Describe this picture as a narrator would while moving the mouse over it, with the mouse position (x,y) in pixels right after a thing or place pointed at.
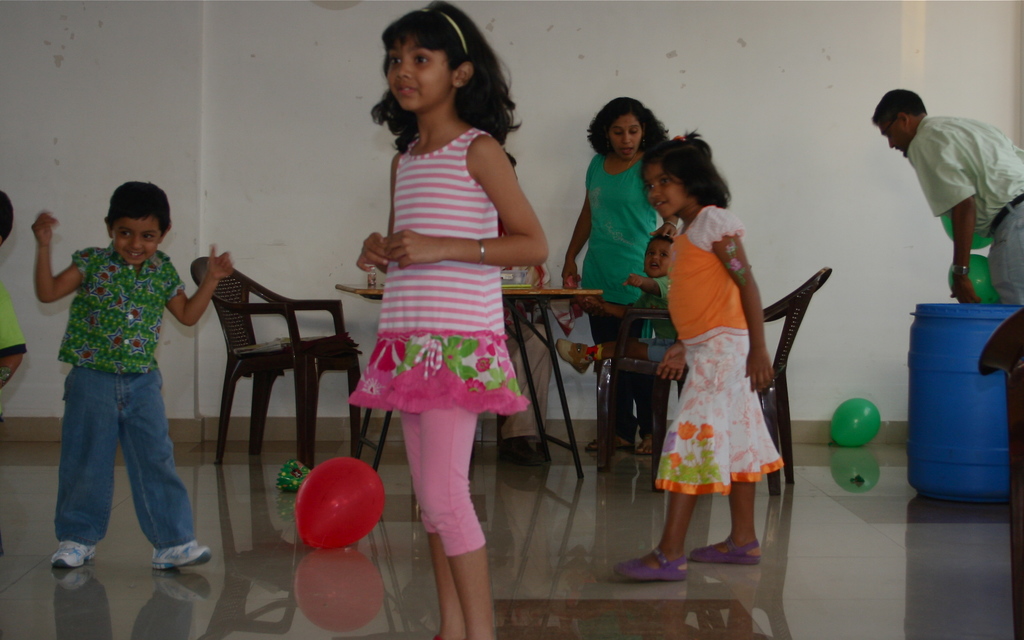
In this picture we can see some persons (719,544) are standing on the floor (322,586). This is balloon (335,526). Here we can see chairs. This is table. There is a drum (927,396). On the background (802,128) there is a wall (265,73). And this is floor (45,521).
